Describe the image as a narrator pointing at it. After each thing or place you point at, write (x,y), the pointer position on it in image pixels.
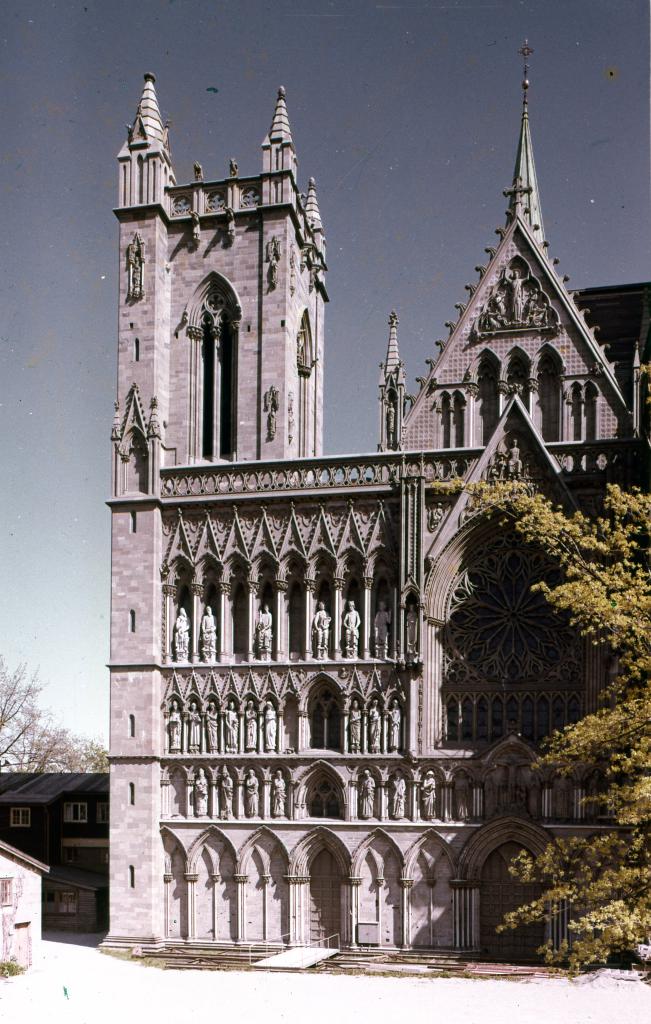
In the picture we can see a historical church building (372,677) and beside it we can see a tree (586,878) and on the other side we can see a small house (19,951) and behind it we can see a wall (82,827) and behind it we can see another tree (45,739) and behind it we can see a sky (365,277).
